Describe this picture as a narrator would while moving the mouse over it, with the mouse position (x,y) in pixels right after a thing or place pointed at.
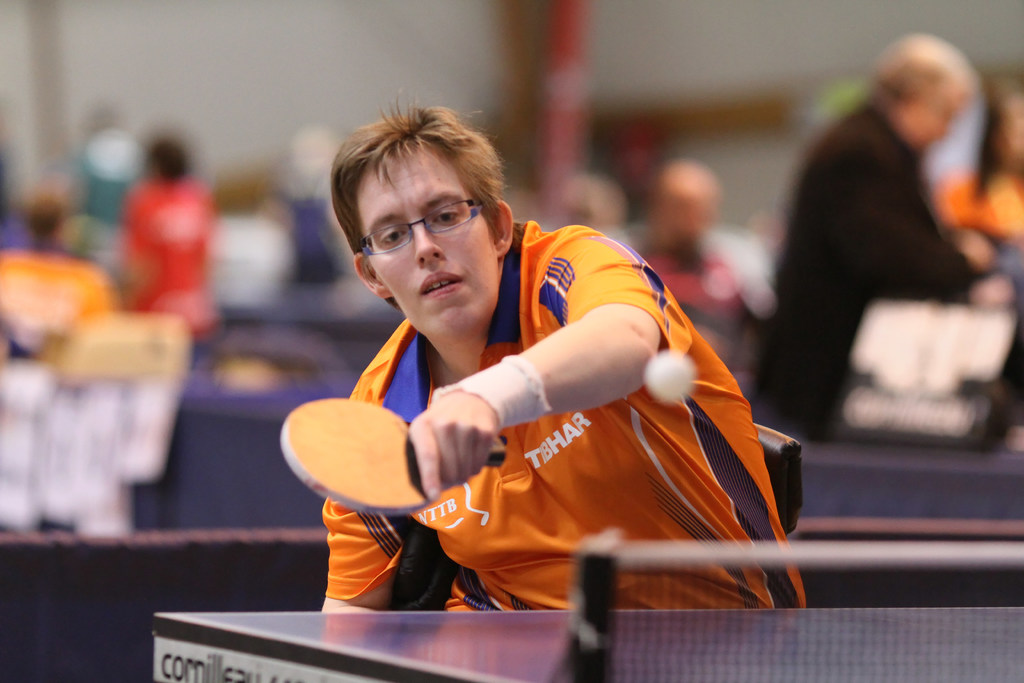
In this picture we can see a person (473,496) wore a spectacle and holding a table tennis bat (401,447), ball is in the air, table tennis table (698,609) and in the background (309,504) we can see a group of people (882,183), some objects (279,457), wall (661,102) and it is blurry.
